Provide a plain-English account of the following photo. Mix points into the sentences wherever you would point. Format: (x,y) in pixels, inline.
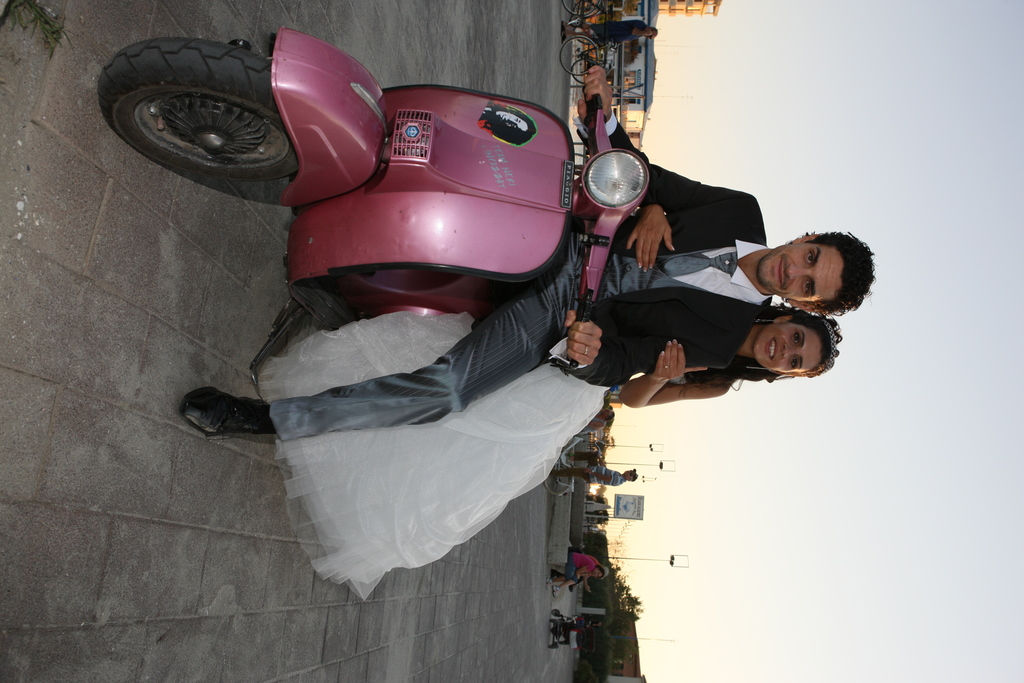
In the image we can see a woman (575,428) and a man (639,364) wearing clothes (640,349) and they are smiling. The man (535,312) is wearing clothes (625,317) and the woman (697,367) is wearing earrings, finger ring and the crown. Here we can see a two wheeler (339,186) and there are poles (609,463). We can even see there are buildings (640,108) and there are other people (576,564) wearing clothes (588,559) and the sky (743,473).
